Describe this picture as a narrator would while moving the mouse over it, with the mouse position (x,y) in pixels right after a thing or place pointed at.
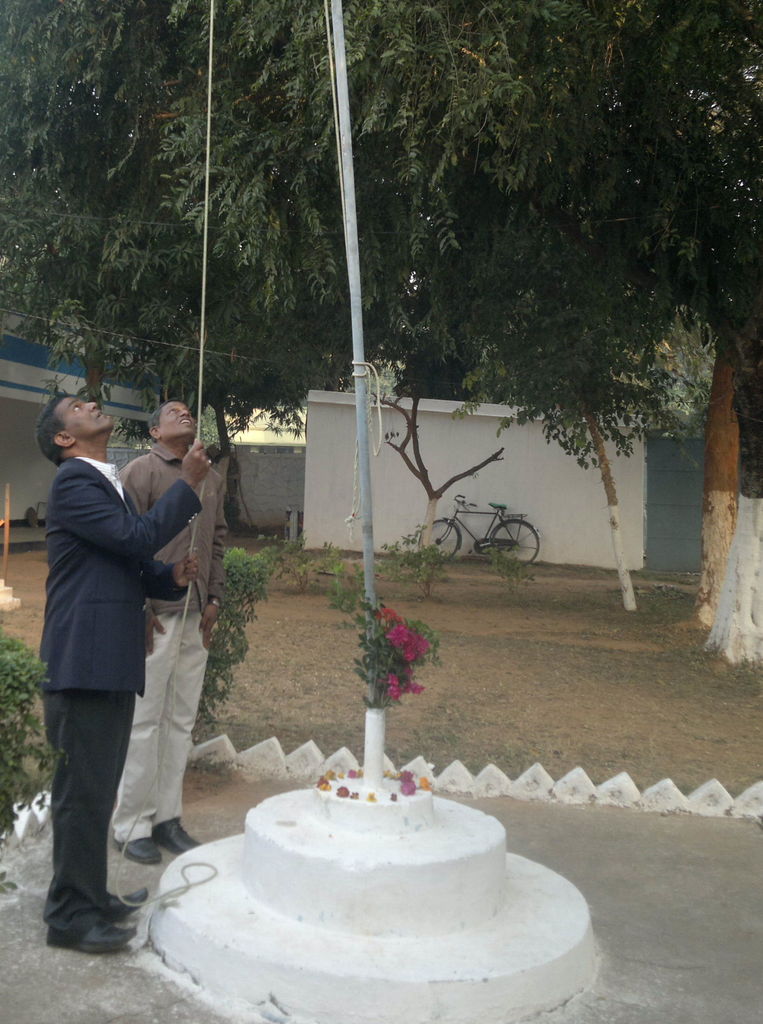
In this image we can see a pole (367,402) on a pedestal (398,848). On the pole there is a flower bouquet (375,636). There is a person (129,560) holding a rope (194,524). Near to the person (172,520) there is another person (178,547) standing. In the back (507,253) we can see trees (38,198). Also there is a wall (468,439). Near to the wall (483,506) there is a cycle (493,506). There are few plants (12,654). And there is a building (113,406).
